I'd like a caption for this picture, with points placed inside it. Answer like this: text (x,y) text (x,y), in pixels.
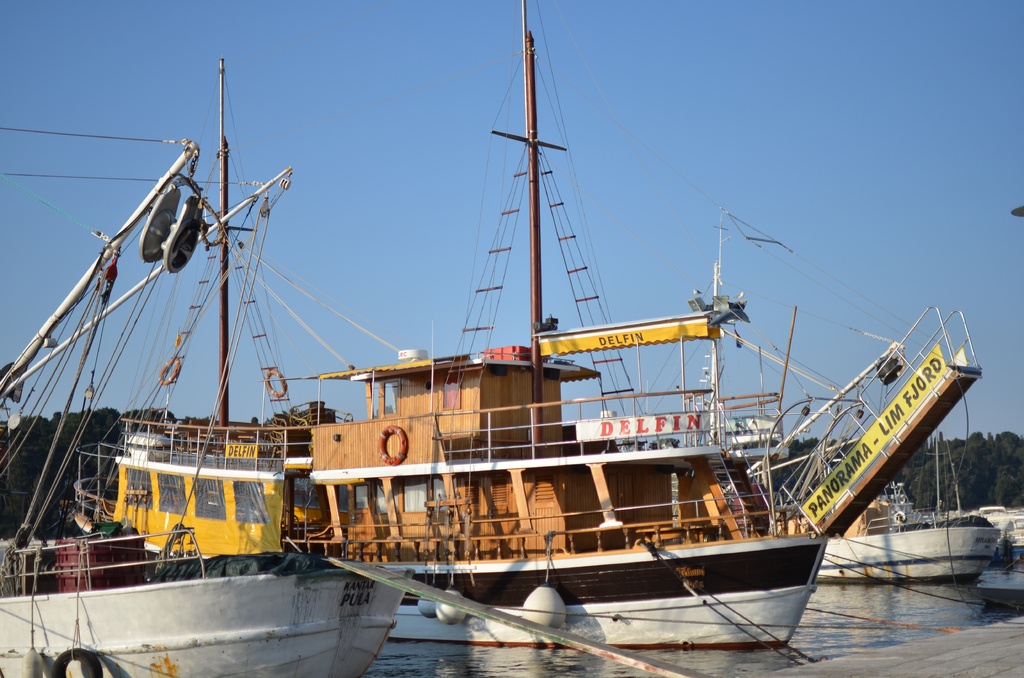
In this picture there are ships (58,584) on the water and there are trees (40,430) in the background area of the image (40,430).
